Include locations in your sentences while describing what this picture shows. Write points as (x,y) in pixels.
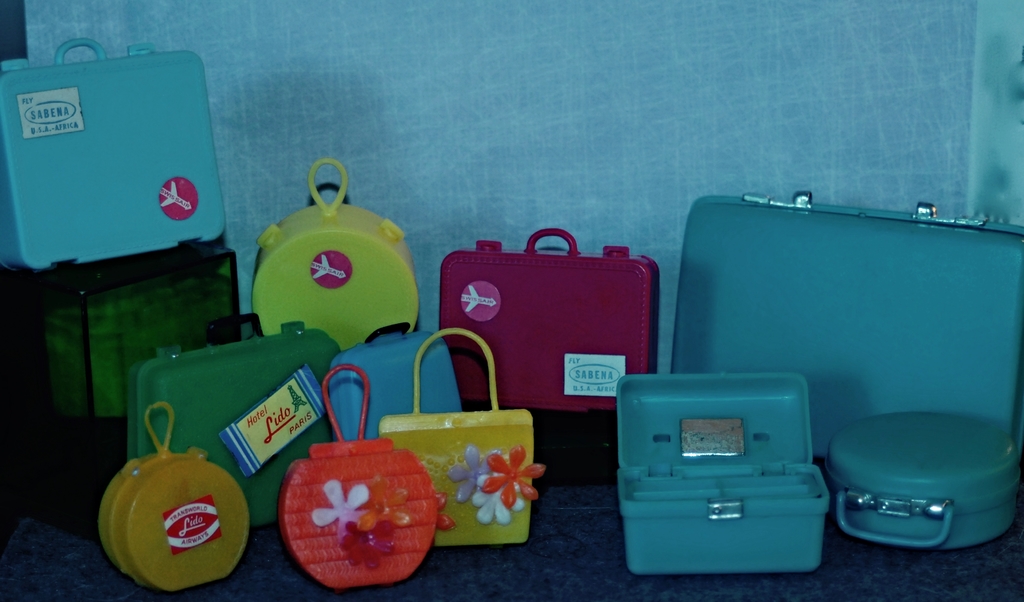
In this image, In the left side (183,536) there are some bags (328,528) which are in green, Orange, Yellow, Blue color, In the right side (785,535) there are some objects (777,503) which are in blue color, In the background (536,171) there is a blue color wall (402,86), In the middle (616,308) there is a red color bag (477,309).
